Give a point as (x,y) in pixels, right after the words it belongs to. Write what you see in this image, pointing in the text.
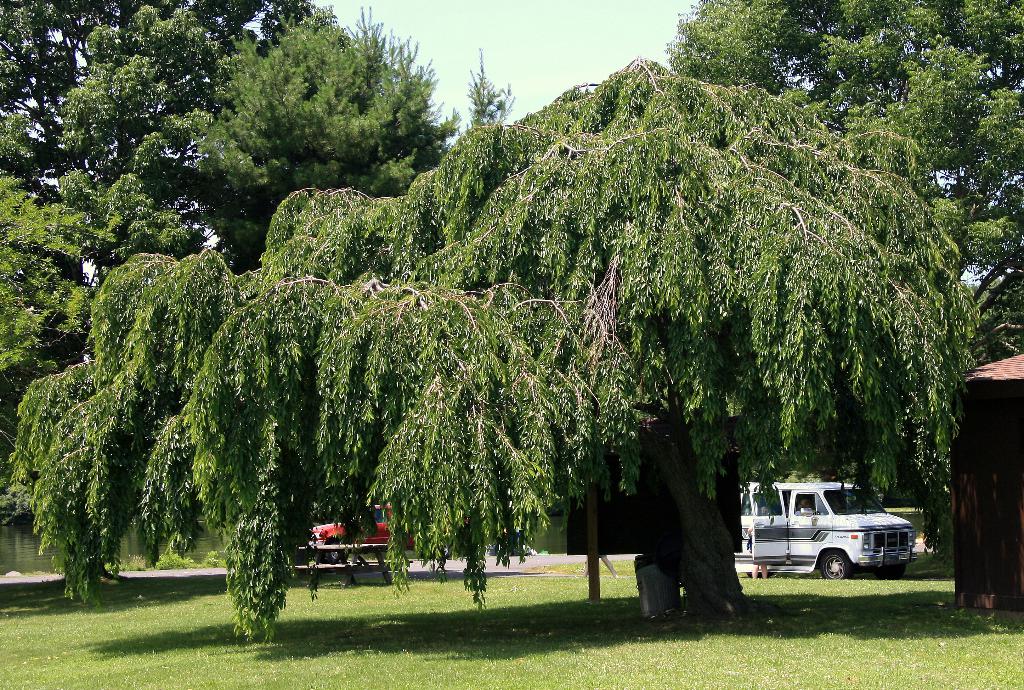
In the center of the image (504,262) we can see the sky (515,112), trees (494,238), vehicles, water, grass (775,667) and a few other objects (648,485).
